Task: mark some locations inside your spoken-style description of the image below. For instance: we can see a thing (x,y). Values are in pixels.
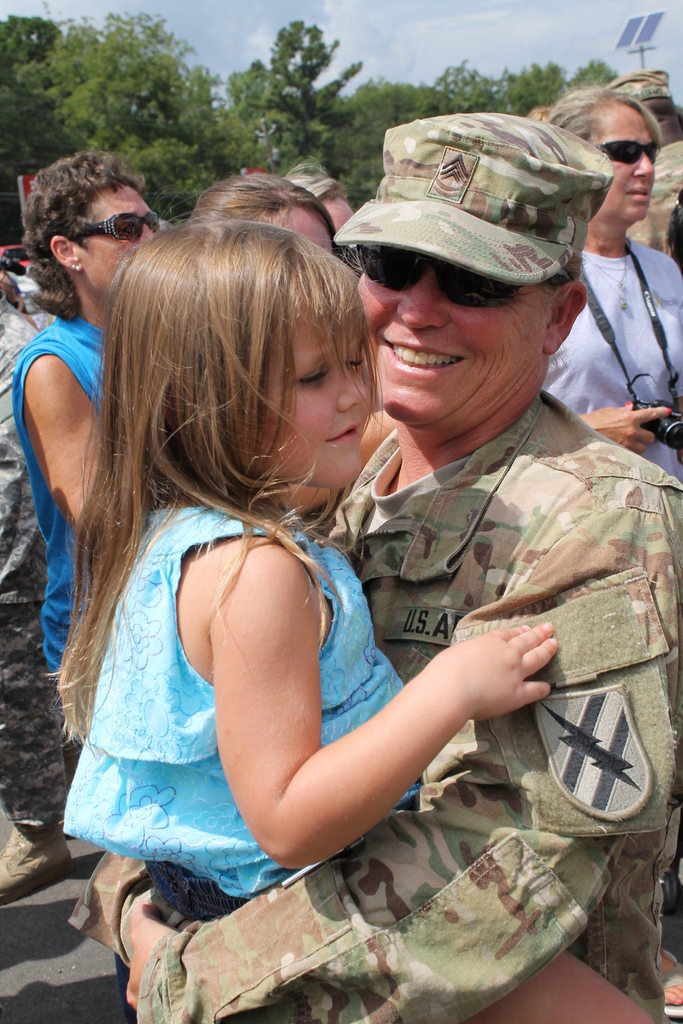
In this image I can see a person (590,684) wearing military uniform (575,597) is standing and holding a girl (232,733) who is wearing blue colored dress (181,736). In the background (635,206) I can see few persons (628,357) standing, few trees (280,133) and the sky (483,58).
